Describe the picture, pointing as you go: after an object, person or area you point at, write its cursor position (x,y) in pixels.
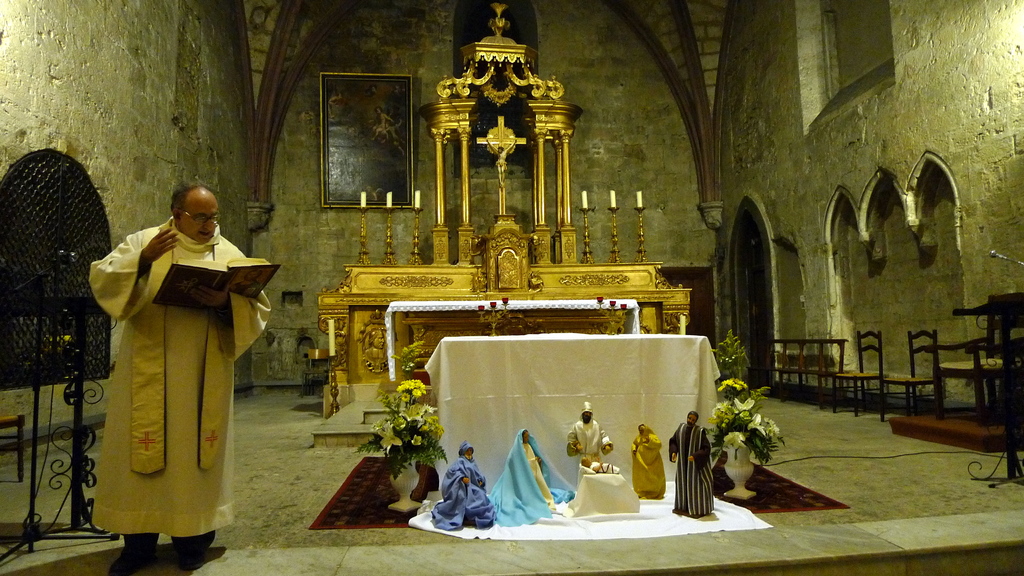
This picture describes about inside view of a church (466,300), in this we can find few flower vases (715,433), chairs (914,377), candles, cross (507,142) and candle stands (388,252), on the left side of the image (168,333) we can see a man (200,311), he is holding a book (183,289), in the background (325,169) we can find a frame (380,123) on the wall (359,67).
